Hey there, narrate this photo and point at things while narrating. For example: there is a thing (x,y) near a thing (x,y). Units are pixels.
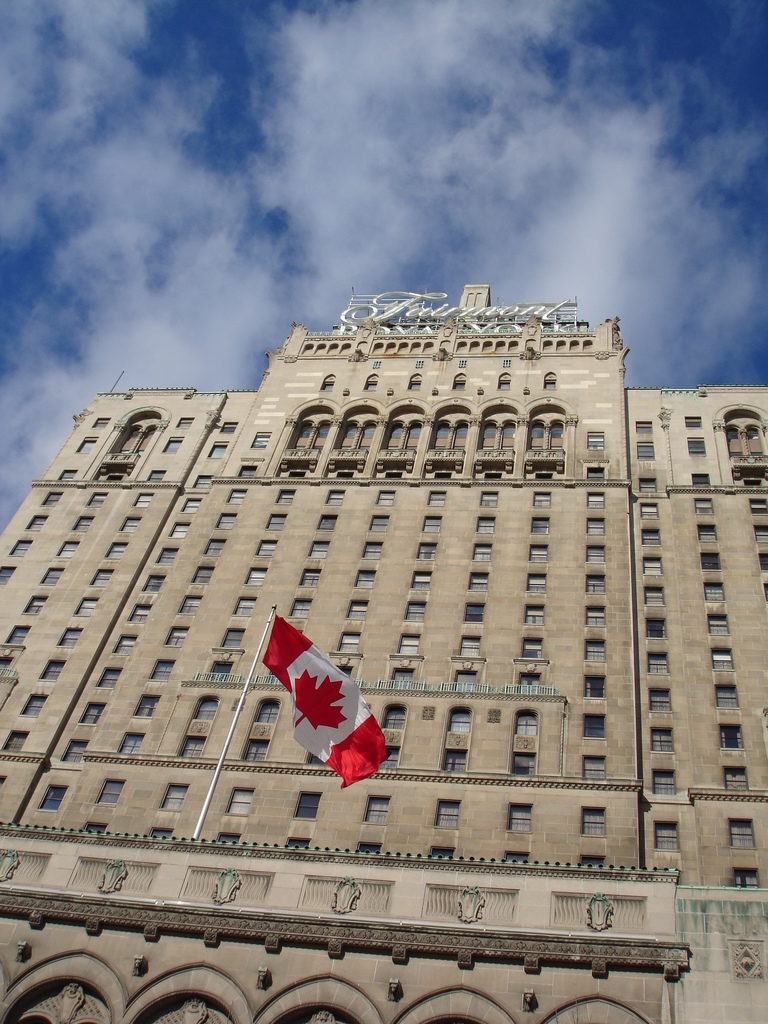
In this image we can see a building (319,767), at the top of the building (382,601) we can see some text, there are some windows (393,755) and a flag (324,719), in the background (492,126) we can see the sky (594,80) with clouds (601,79).
